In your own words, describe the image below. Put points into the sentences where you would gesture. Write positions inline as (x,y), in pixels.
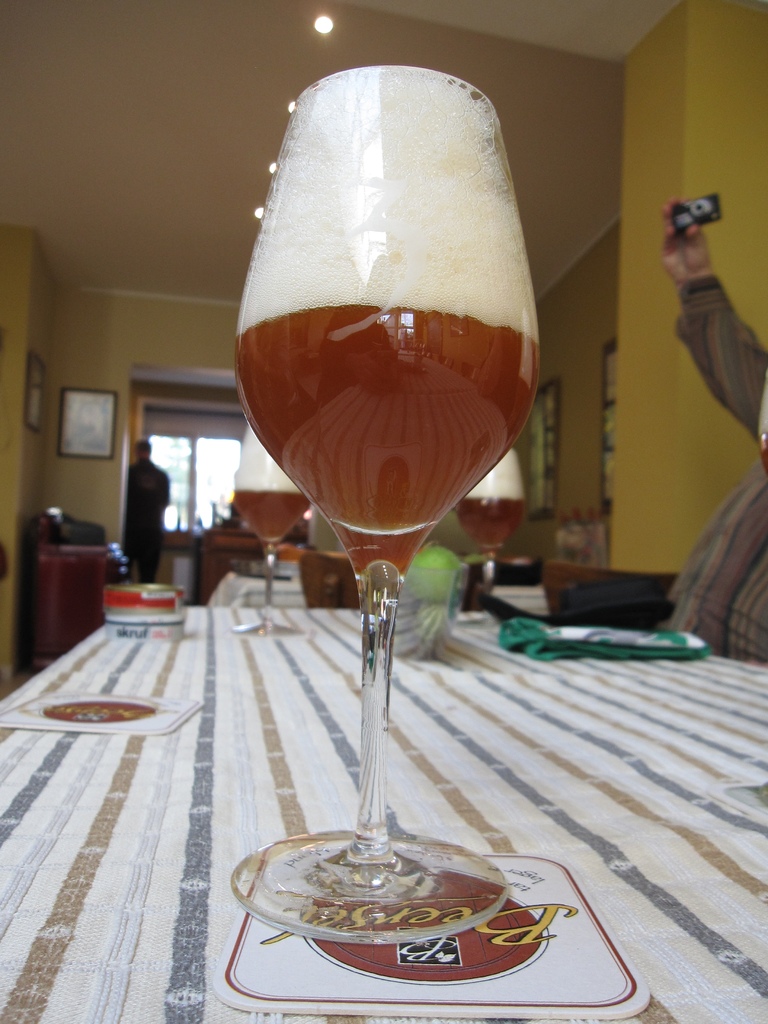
On the background (180,437) we can see window (203,464), table (472,809), person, photo frames (100,403) over a wall (58,376). On the table (110,1010) we can see glasses (392,537) with drinks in it. Here we can see a person's hand (696,243) holding a camera (713,198).
